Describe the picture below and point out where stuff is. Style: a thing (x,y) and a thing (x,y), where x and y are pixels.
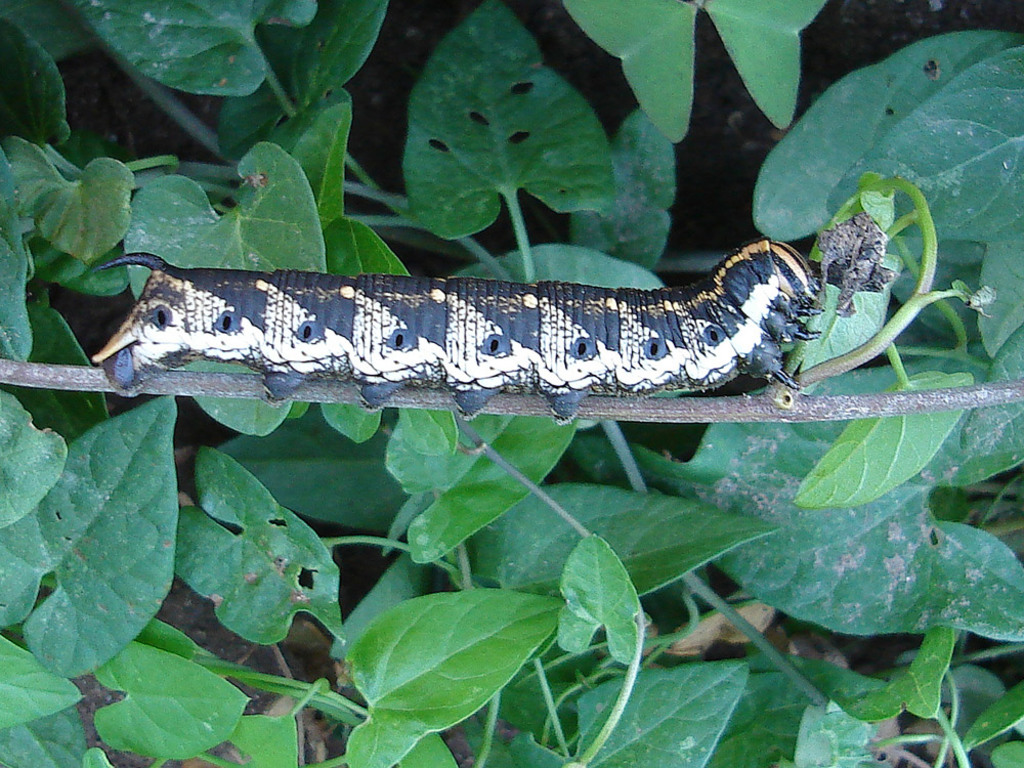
In this picture we can see insect (544,376) on branch (438,395), green leaves (397,762) and stems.
